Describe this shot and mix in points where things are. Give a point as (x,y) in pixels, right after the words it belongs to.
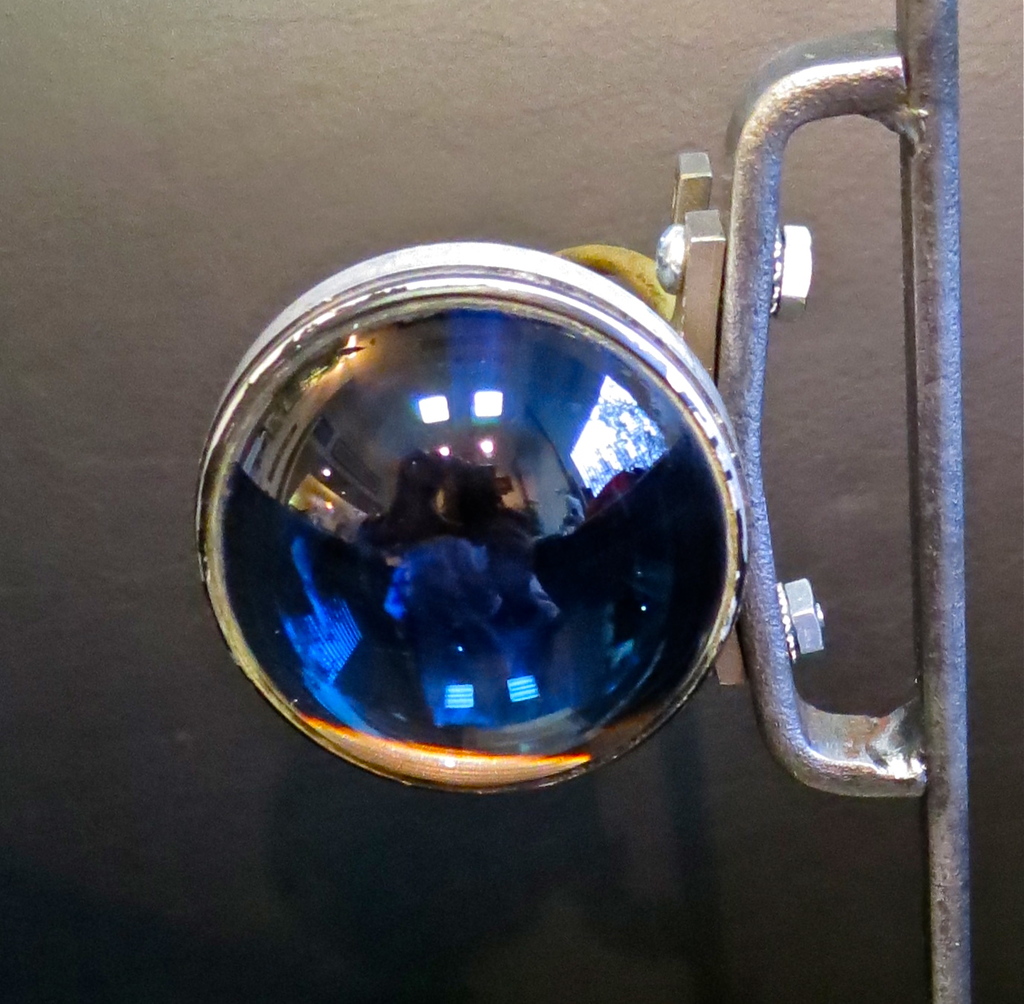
In this picture, I can see a wall (993,634) and iron metal (764,274) which is mixed with lamp (438,420) after that a rod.
